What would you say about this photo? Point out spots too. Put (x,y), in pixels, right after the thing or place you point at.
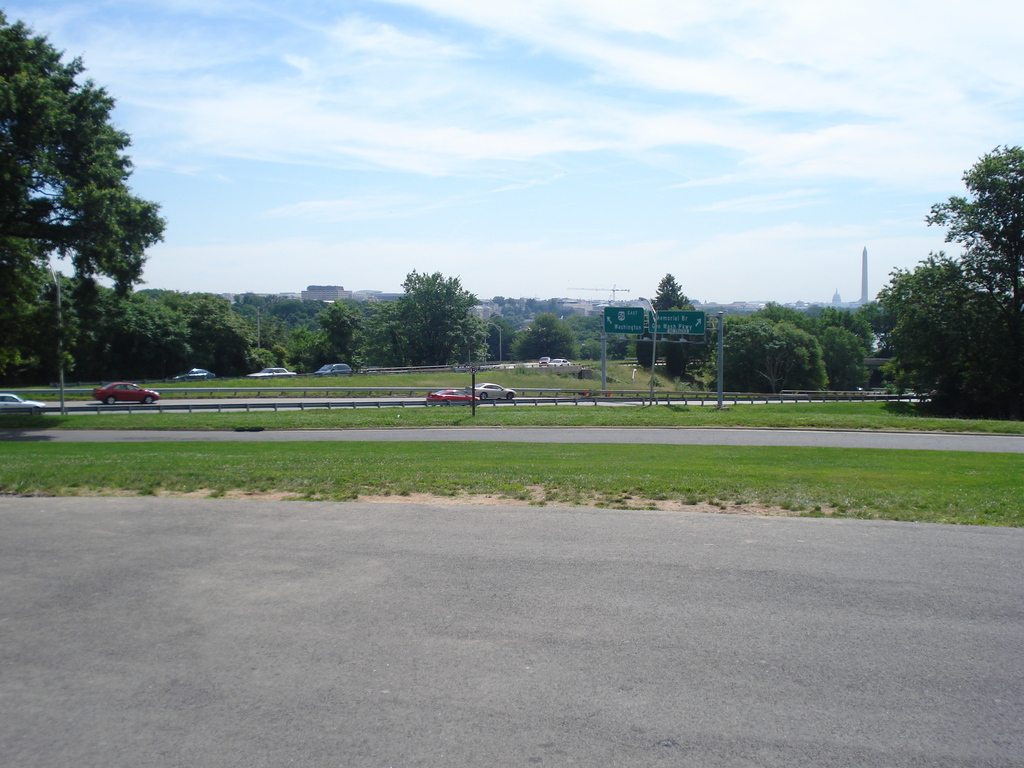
In this image I can see the sky (278,196) and trees (590,332) and road (291,525) and vehicle (150,397) and poles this picture taken from outside of the city.
